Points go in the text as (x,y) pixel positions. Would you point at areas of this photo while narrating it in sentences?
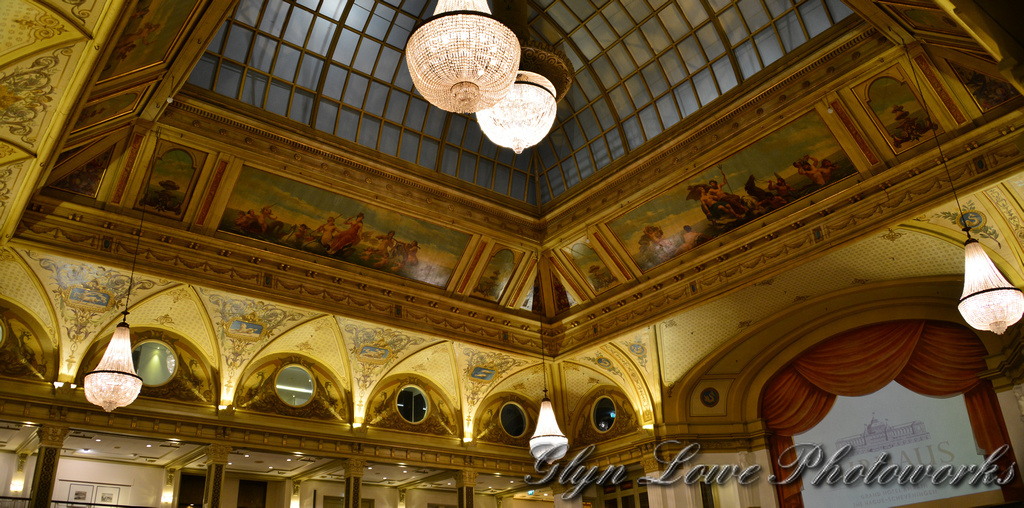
In this image, I can see the inside view of a building (600,443). There are chandeliers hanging to a ceiling (198,204) and I can see the photo frames (496,262) and mirrors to the wall (172,299). At the bottom of the image (298,496), I can see the ceiling lights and pillars (652,496). In the bottom right side of the image (715,477), I can see a watermark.
